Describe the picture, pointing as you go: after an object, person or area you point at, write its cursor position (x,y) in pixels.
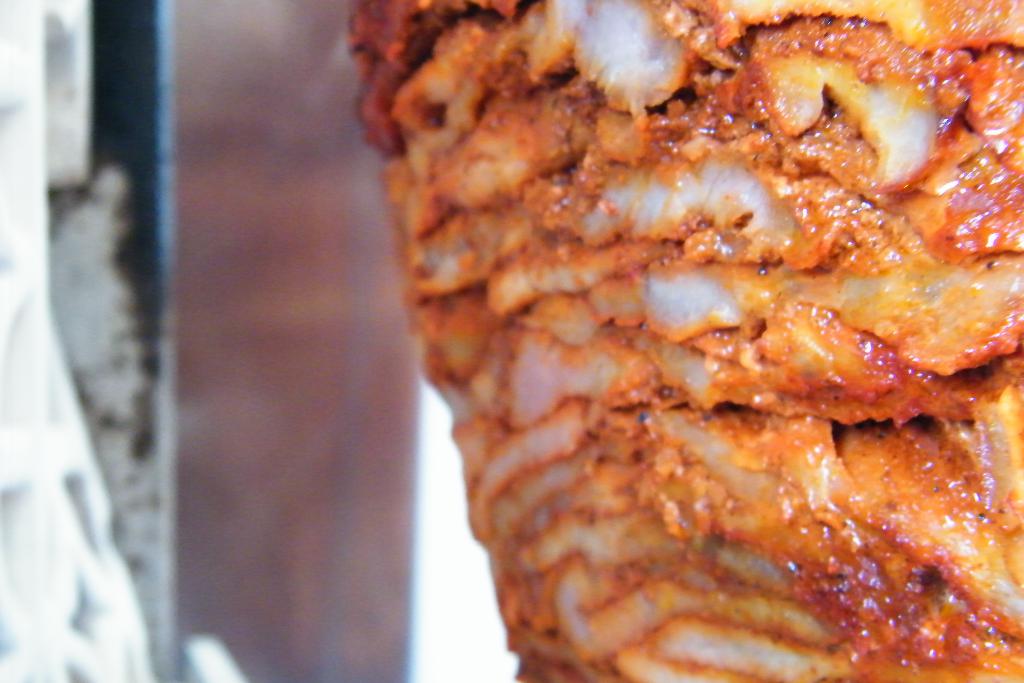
In this picture I can see a food item (957,617), and there is blur background (274,31).
